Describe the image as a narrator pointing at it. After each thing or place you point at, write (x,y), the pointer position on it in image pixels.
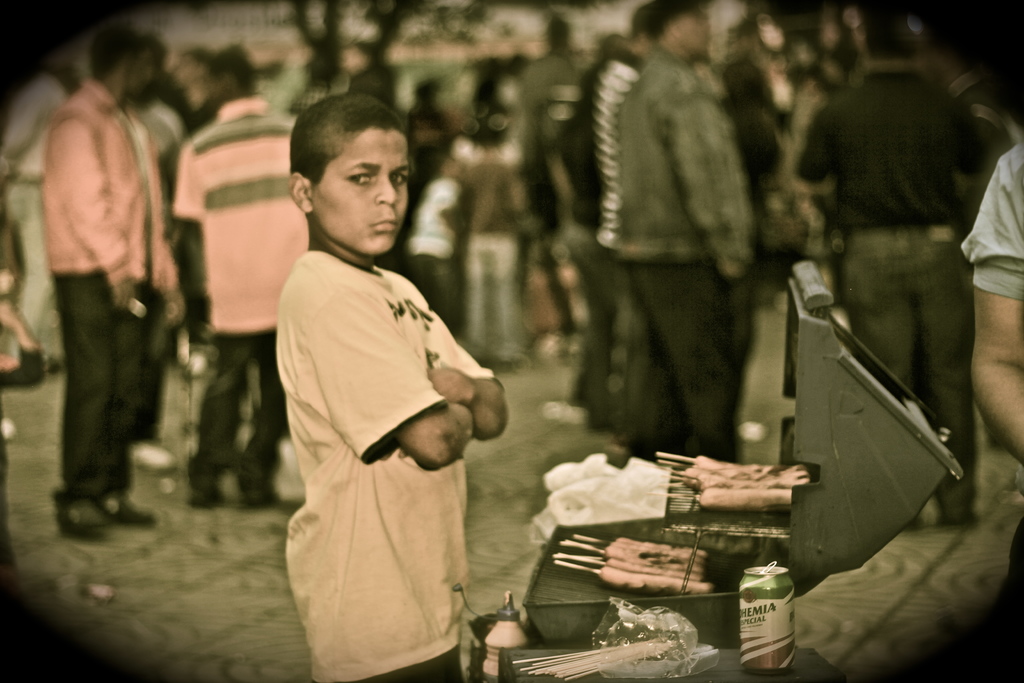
In this picture we can observe a boy (345,412) standing, wearing t-shirt (360,426). We can observe some food (717,479) placed on the grills (551,593). In the background (641,215) there are some people (189,167) standing.
